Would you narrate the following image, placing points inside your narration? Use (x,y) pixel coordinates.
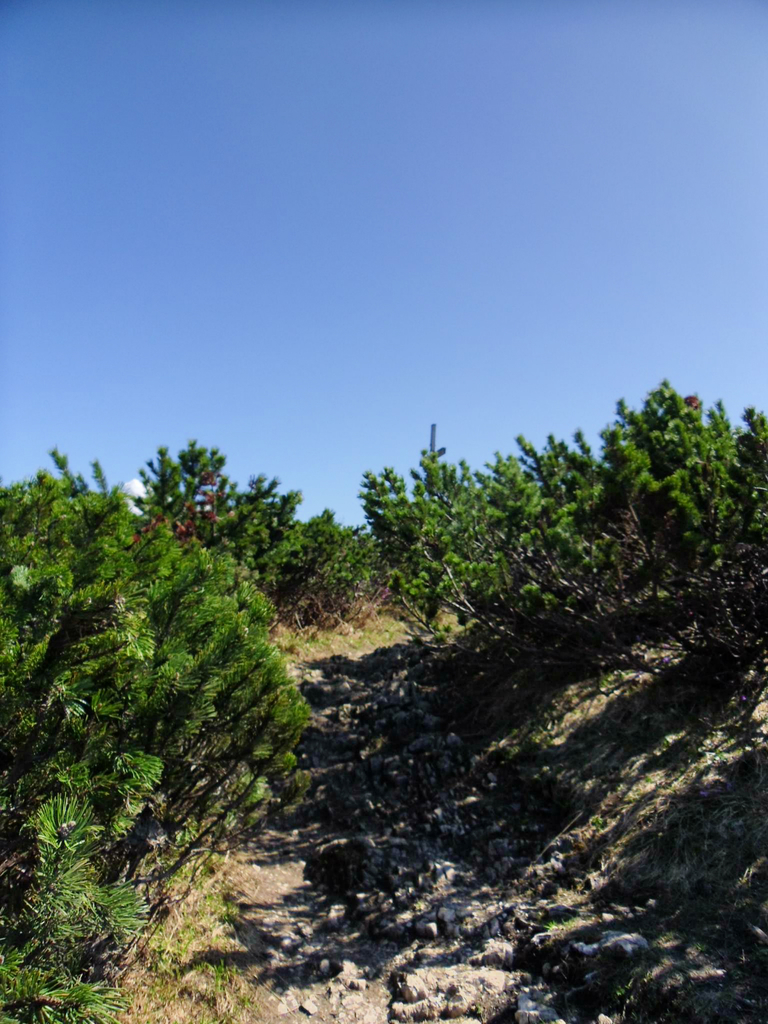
In the image there are plants (52,796) around the rock surface (352,697).
